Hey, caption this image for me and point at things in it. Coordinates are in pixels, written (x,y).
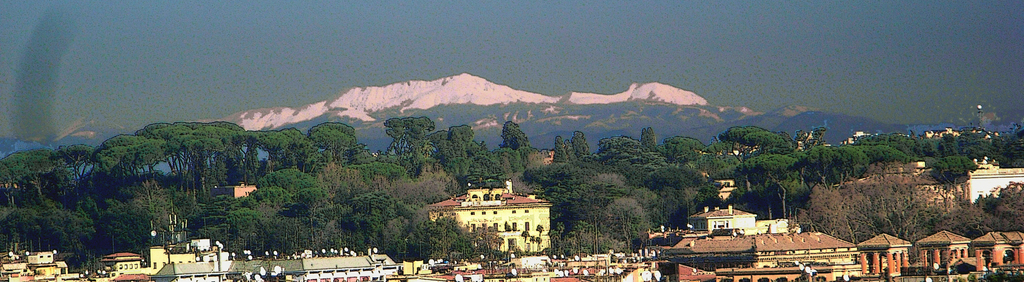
In the front of the image (571,219) there are buildings (482,215), trees (217,145) and objects (556,254). In the background of the image (681,115) there are mountains (694,118) and the sky (754,76). On the mountain (673,111) there is snow (400,92).
